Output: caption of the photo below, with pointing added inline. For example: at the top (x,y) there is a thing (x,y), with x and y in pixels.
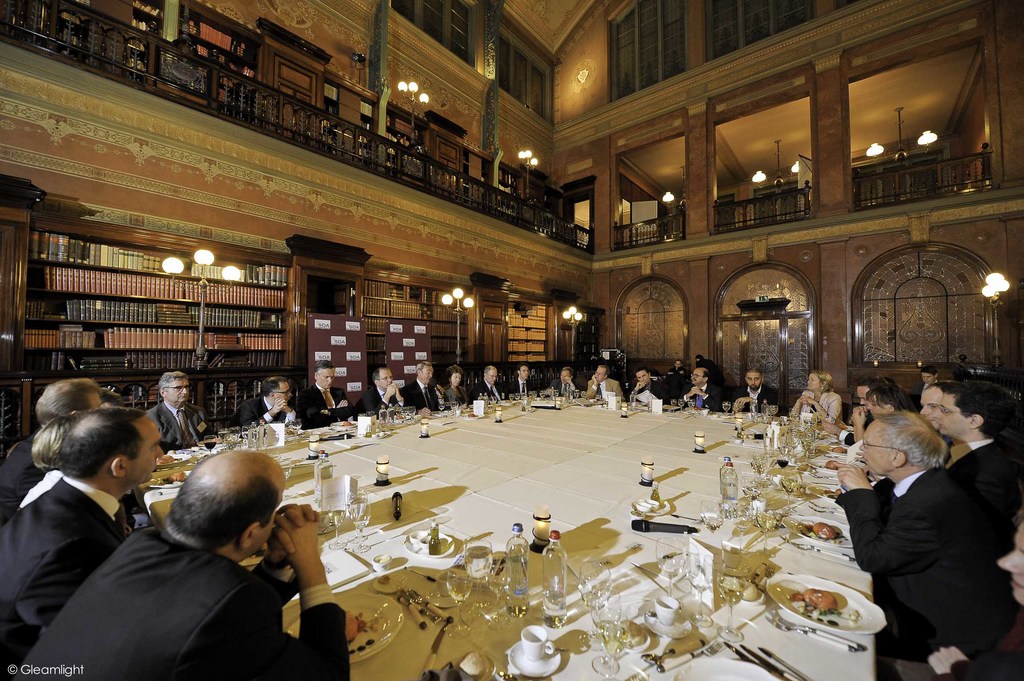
In the center of the image (443,443) there is a big table (620,579) around which there are many people (658,385) sitting. On the table (731,653) there are many objects (610,591) like bottle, glass (600,580), spoons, plates (797,583). At the background of the image (726,240) there is building (125,222) with a balcony (502,203). At the left side of the image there is text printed at the bottom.
